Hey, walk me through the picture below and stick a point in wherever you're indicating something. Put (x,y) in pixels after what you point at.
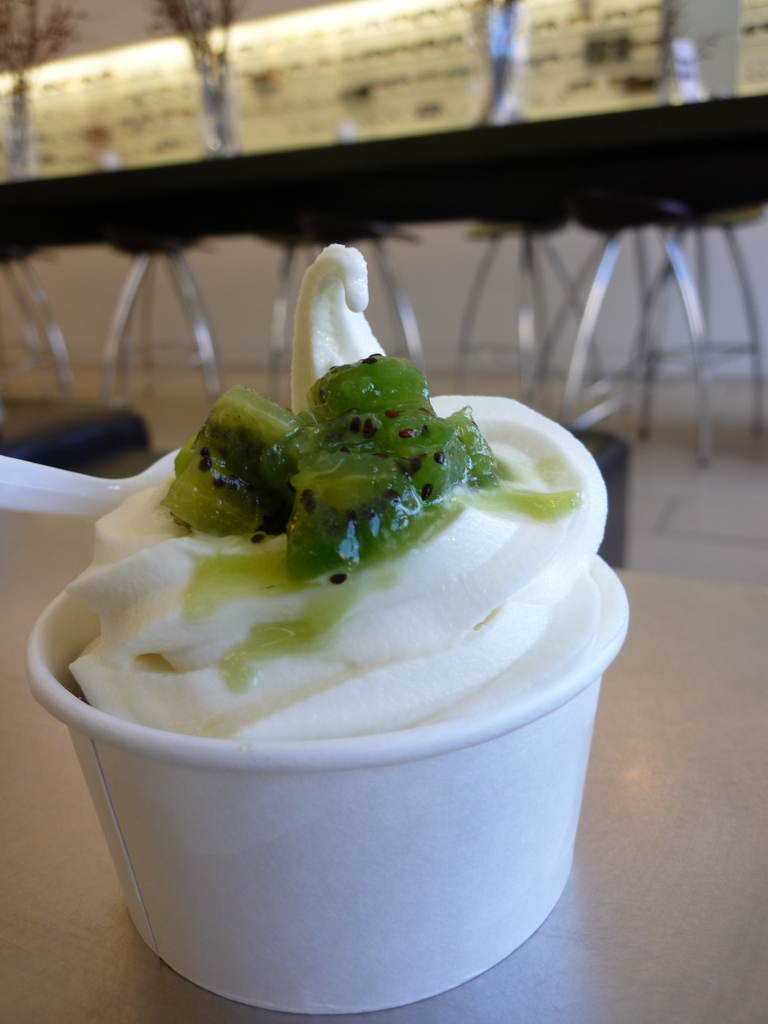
In this picture we can see ice cream (450,691) on the table (666,869). In the back (602,288) we can see the tables (718,143) and chairs (532,267). At the top (370,7) we can see that lights (370,7) and tube lights (312,25).
